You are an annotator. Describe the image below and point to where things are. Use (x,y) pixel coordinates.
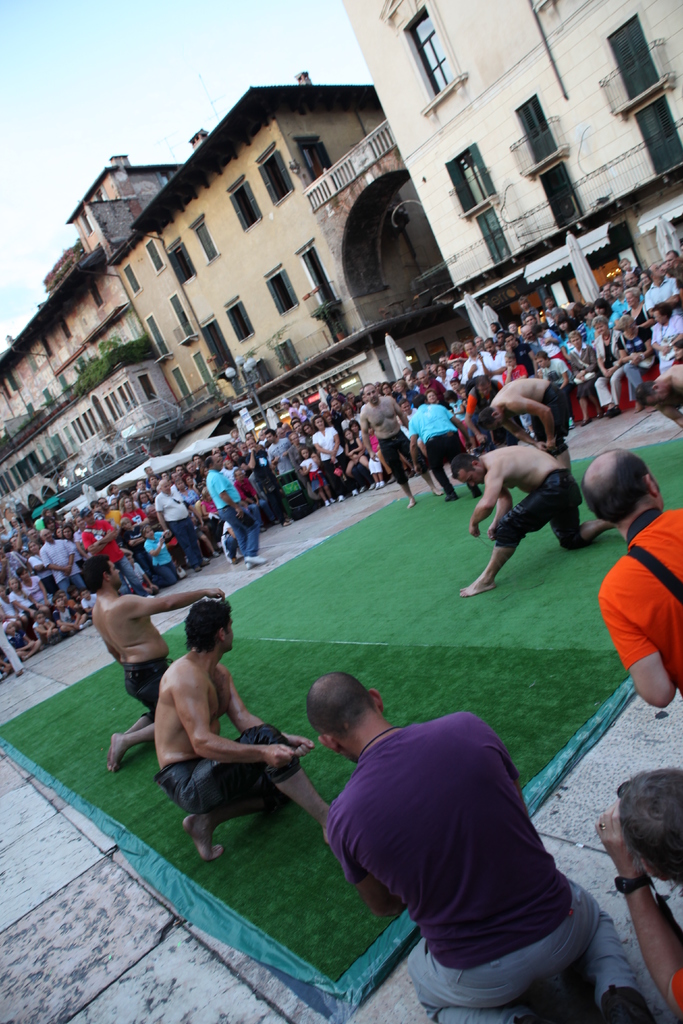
In this image few persons (343,729) are on the ground (327,583) and few persons (216,478) are standing at the side. In the background (555,197) there are buildings (315,152) and street light (249,368). On top (96,131) there is a sky (142,84).
